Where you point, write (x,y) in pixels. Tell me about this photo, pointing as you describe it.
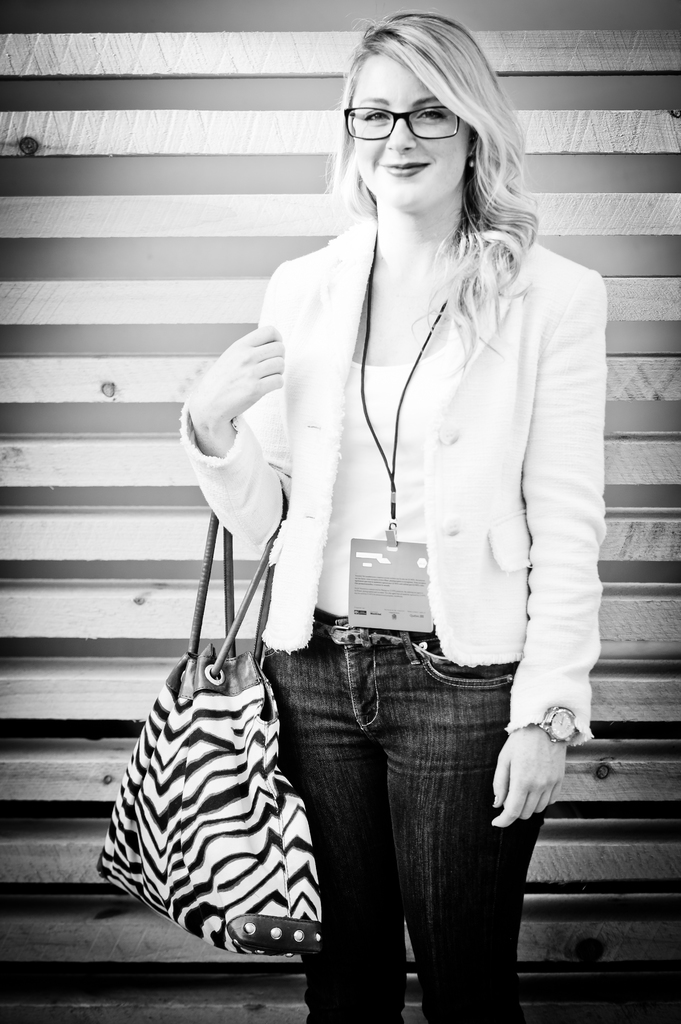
In this image i can see a woman (310,388) wearing a white color t-shirt (360,382) and white and black color hand bag (164,781) on her hand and she is smiling and she is wearing a spectacles (392,131).
